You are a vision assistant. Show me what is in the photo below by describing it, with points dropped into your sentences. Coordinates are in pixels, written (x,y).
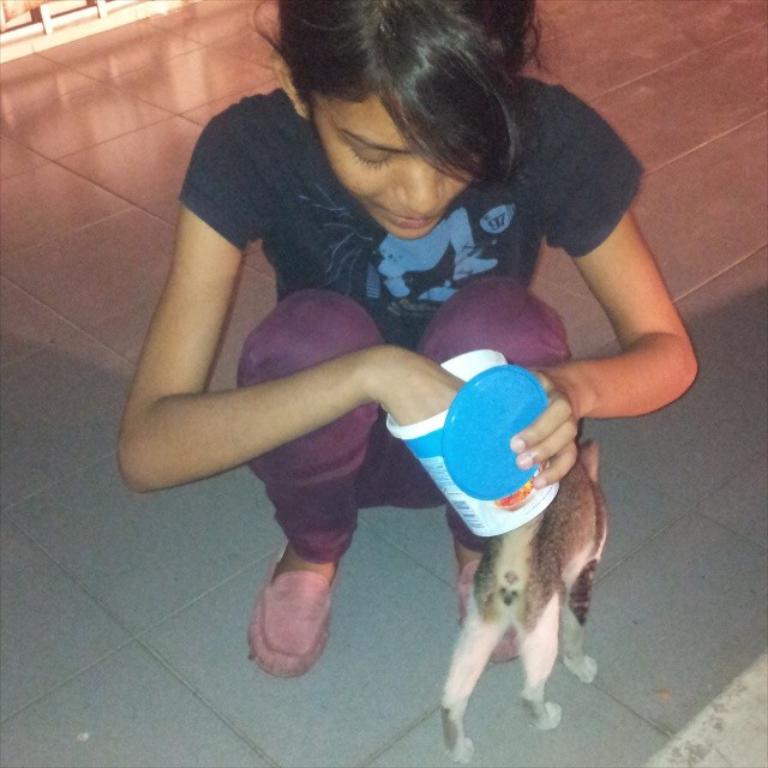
In this image there is a girl (362,290) who is holding the cup (513,492) in her hand (528,441) and beside there is a cat (563,528).
